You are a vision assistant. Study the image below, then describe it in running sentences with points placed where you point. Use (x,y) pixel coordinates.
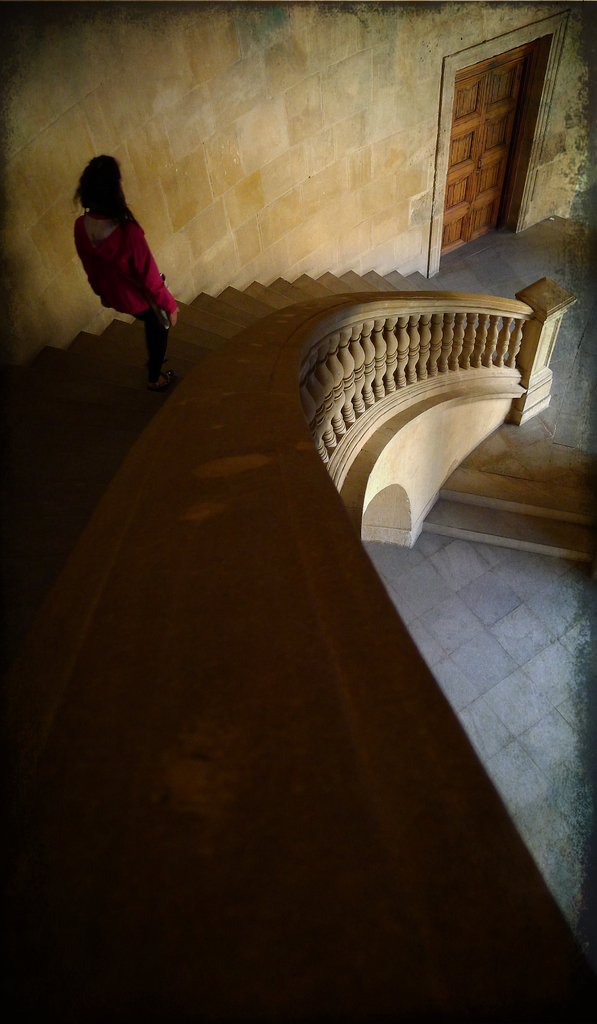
This picture describes about inside view of a building (429,320), in this we can see a woman (131,288) and few stairs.
